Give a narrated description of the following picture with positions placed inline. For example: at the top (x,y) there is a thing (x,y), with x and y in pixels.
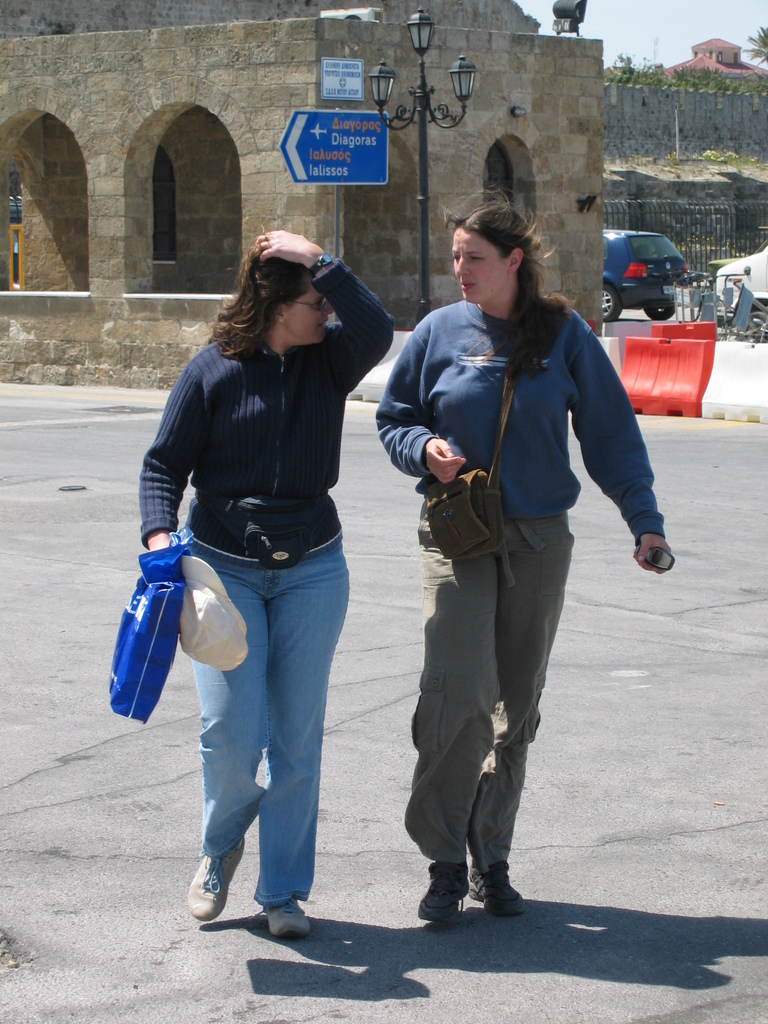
The picture is taken outside a city, on the road (603,938). In the foreground of the picture (559,413) there are two women (330,510) walking. In the center of the picture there are street light (424,8), sign board (316,128) and a building (90,225). In the background (704,222) there are cars (654,252), railing (687,214), grass (661,162), plants (709,73) and building (729,60). It is Sunny.
